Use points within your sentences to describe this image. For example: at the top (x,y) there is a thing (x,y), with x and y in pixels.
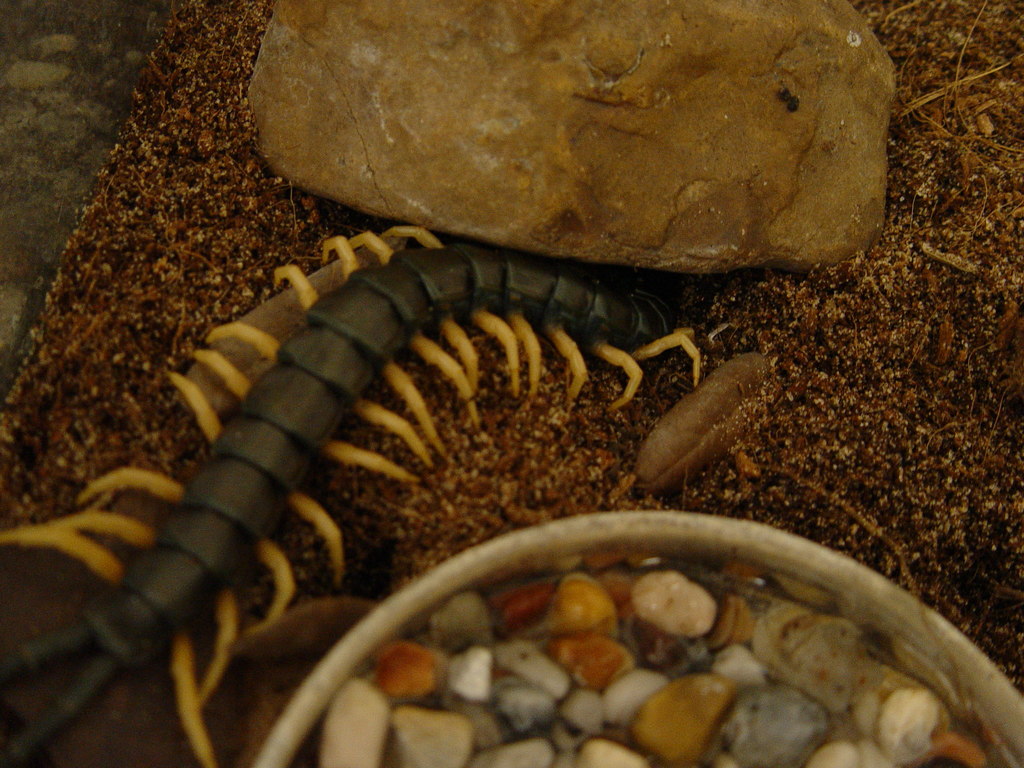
This image consists of an insect (302,391) on black and yellow color. At the bottom (666,681), we can see stones (482,717) kept in a bucket (909,644). And we can see sand (756,407) along with a big rock (710,177).
